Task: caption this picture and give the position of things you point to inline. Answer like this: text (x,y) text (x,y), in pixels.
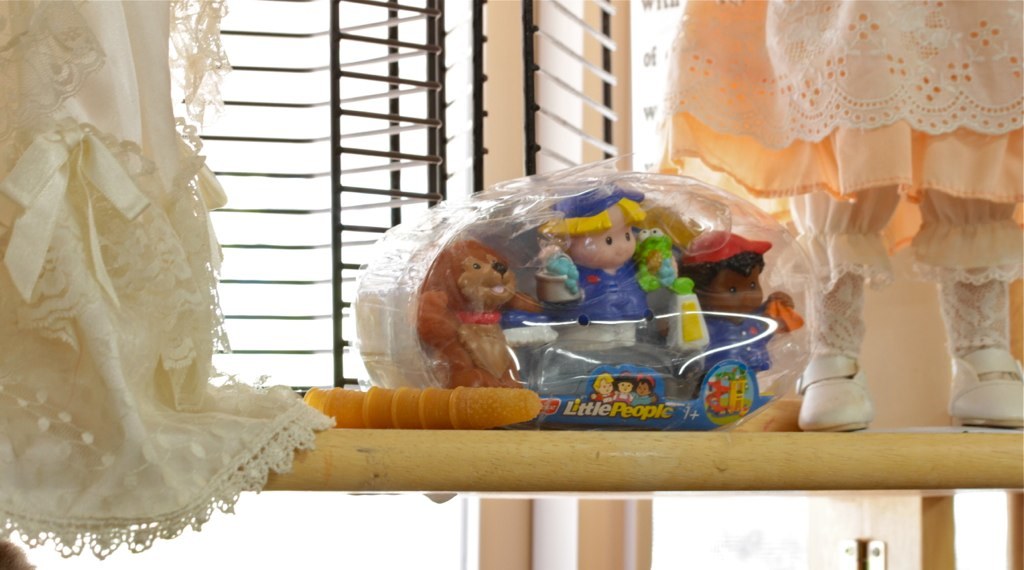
In this image there is a wooden board (571,455), and on the board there is a dress (104,310) and some toys (681,297). And in the background (357,130) there is window grills (477,61), and wall (615,32) and some objects (835,540) at the bottom (860,527).
